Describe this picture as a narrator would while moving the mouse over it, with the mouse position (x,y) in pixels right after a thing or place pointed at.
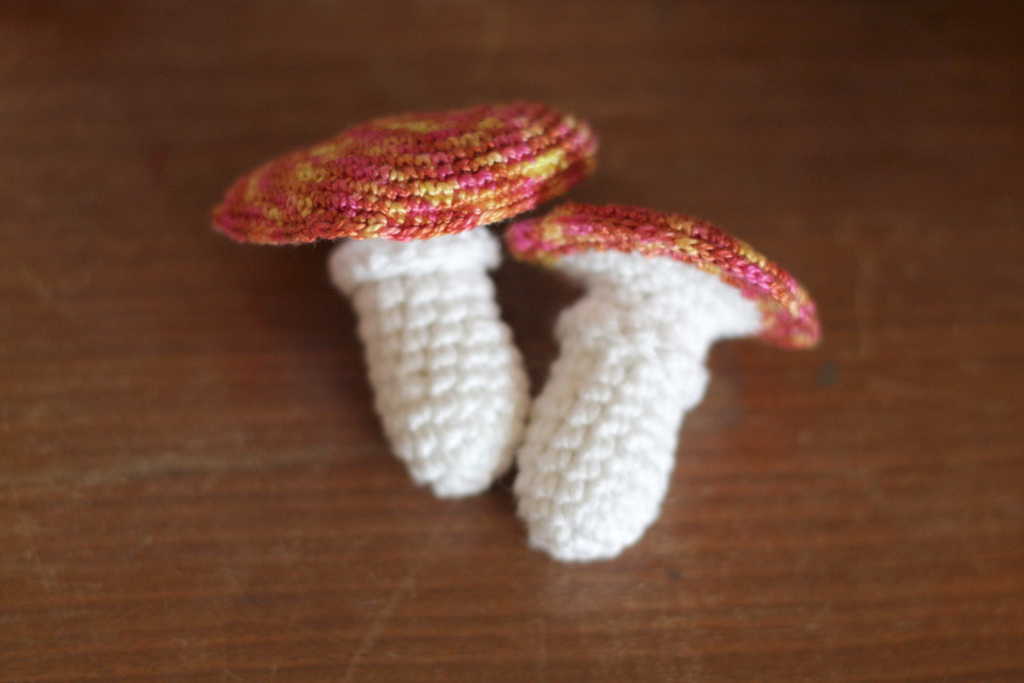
In this image we can see two white and pink color thing (462,288) which are made up from threads (453,262) is kept on the surface (229,364).
